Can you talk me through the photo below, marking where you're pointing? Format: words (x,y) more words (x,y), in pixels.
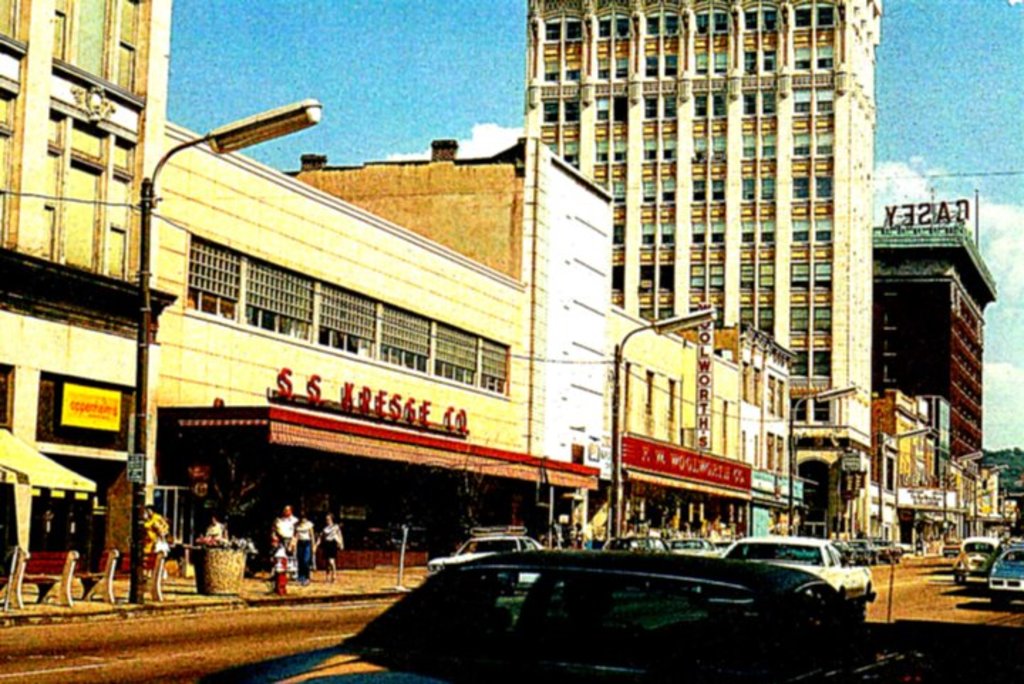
In this picture we can see some vehicles (824,610) in the front (824,610), in the background (826,383) there are buildings (819,244), we can see poles (141,283), lights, few people (293,534) and boards (678,454) in the middle (660,454), there is the sky (449,55) at the top of the picture (424,27).
